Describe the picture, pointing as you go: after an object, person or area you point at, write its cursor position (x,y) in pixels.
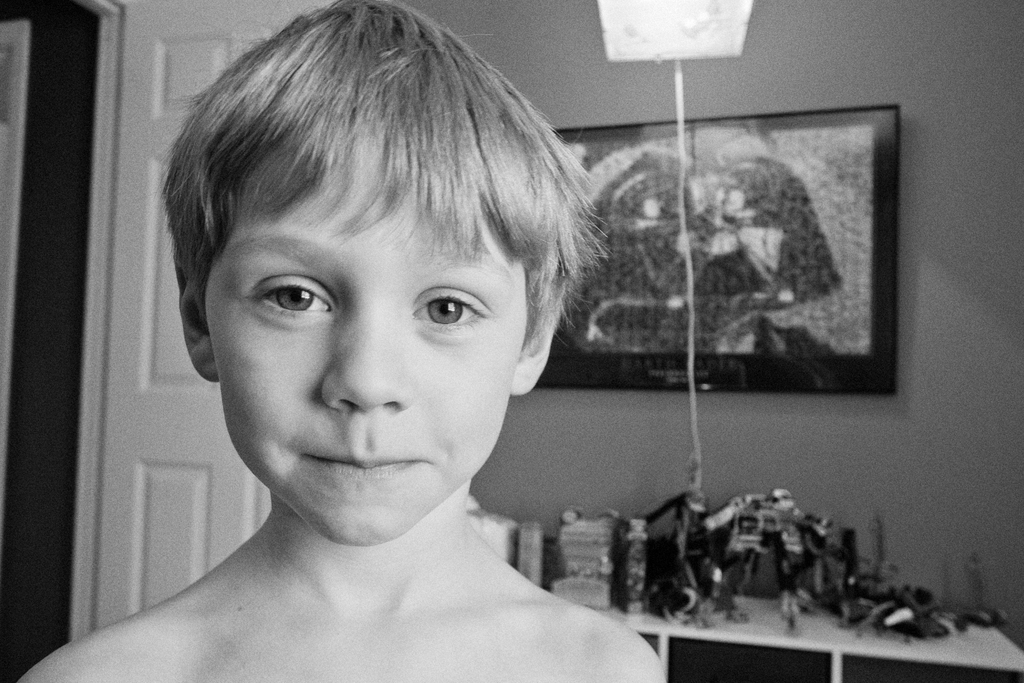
In this picture there is a small boy (396,153) on the left side of the image (264,172) and there is a rack (875,608) in the background area of the image (686,586), on which there are boxes (588,597) and toys (806,550), there is a lamp (613,5) at the top side of the image (613,20) and there is a portrait (695,190) and a door (120,69) in the background area of the image (749,164).
